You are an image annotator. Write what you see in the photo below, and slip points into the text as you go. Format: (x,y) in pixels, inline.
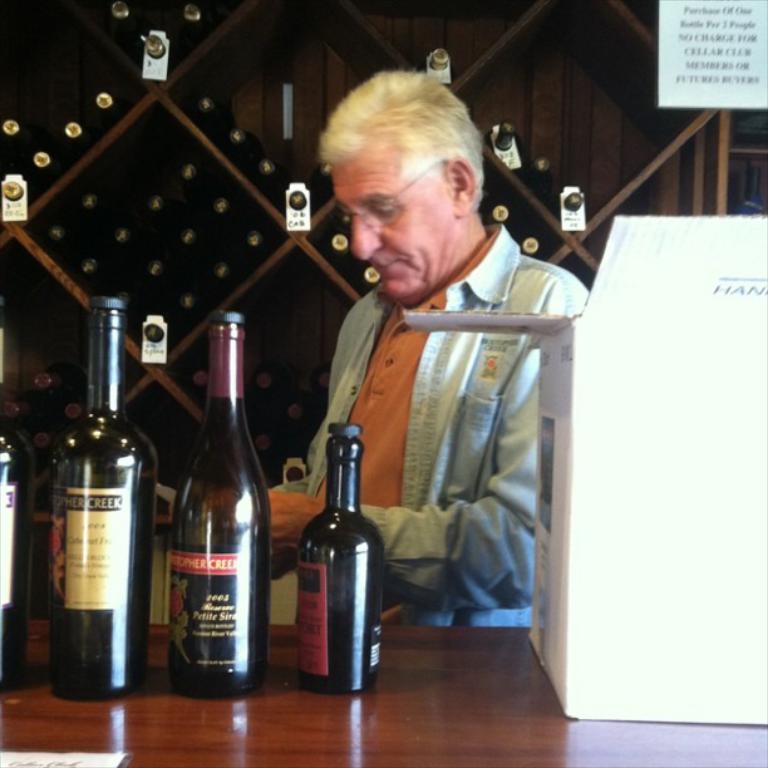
In the middle of the image (377,428), there is a person (482,459) standing in front of the table (412,686), on which liquor bottles (206,641) are kept. Next to that carton box (601,581) is there. In the background of the image (63,35), there is a shelf (39,343) in which bottles (178,168) are kept. The picture is taken inside the bar (653,175).
